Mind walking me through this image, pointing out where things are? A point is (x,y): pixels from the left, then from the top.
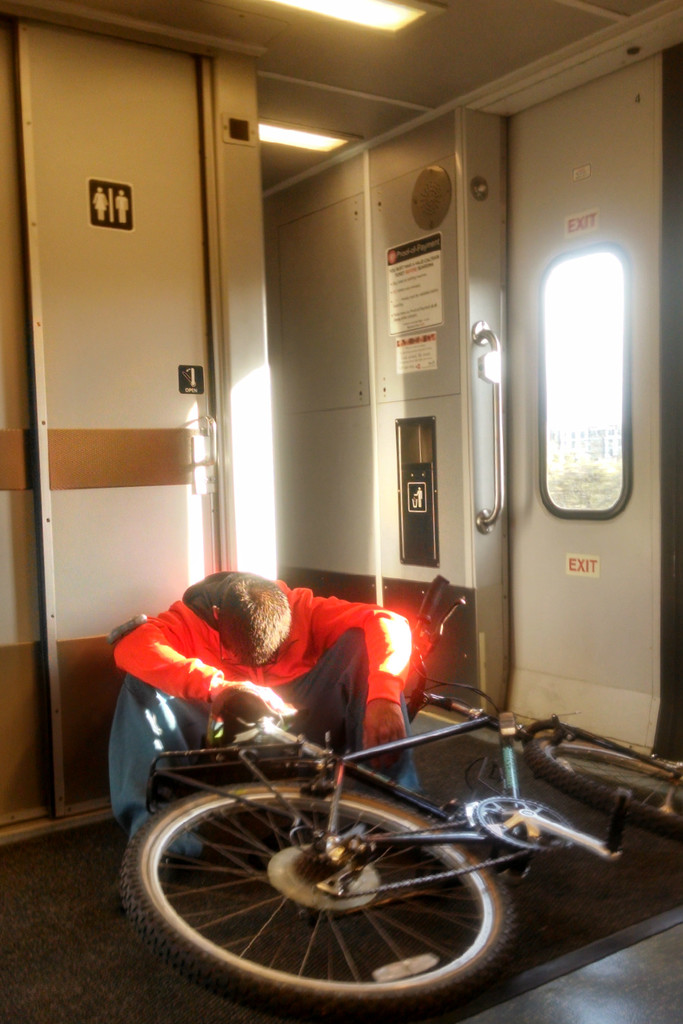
As we can see in the image there are doors (544,704), a bicycle (409,796) and a person (145,714) wearing red color jacket (140,671).
